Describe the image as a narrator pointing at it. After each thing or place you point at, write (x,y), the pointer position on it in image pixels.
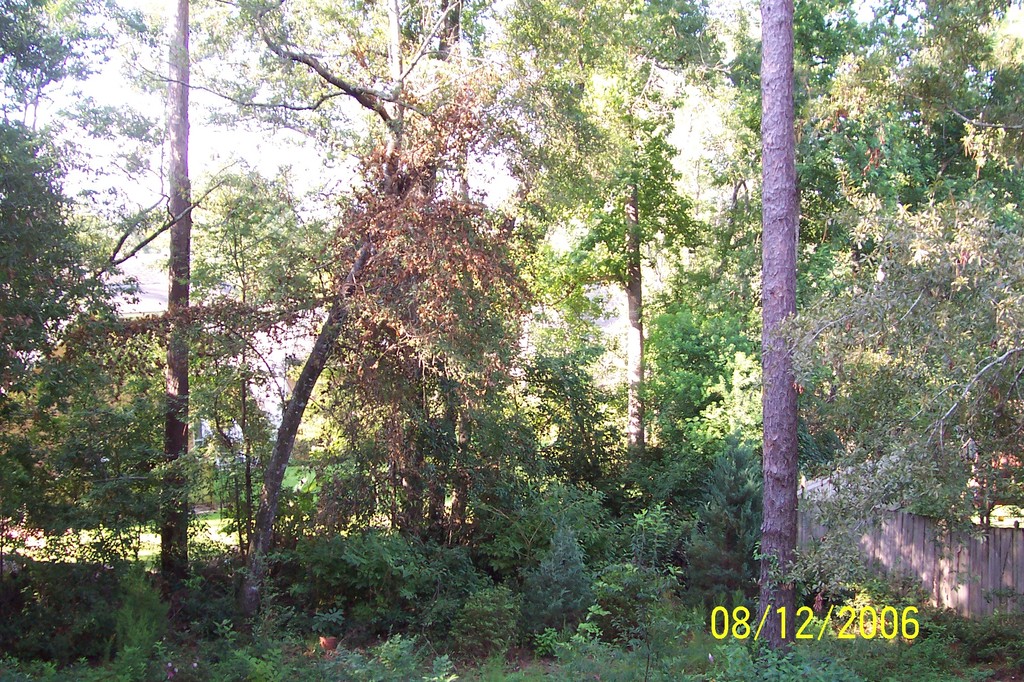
This picture shows bunch of trees (15,194) and we see plants (673,614) and a wooden fence (970,596) and we see a building (152,283).
